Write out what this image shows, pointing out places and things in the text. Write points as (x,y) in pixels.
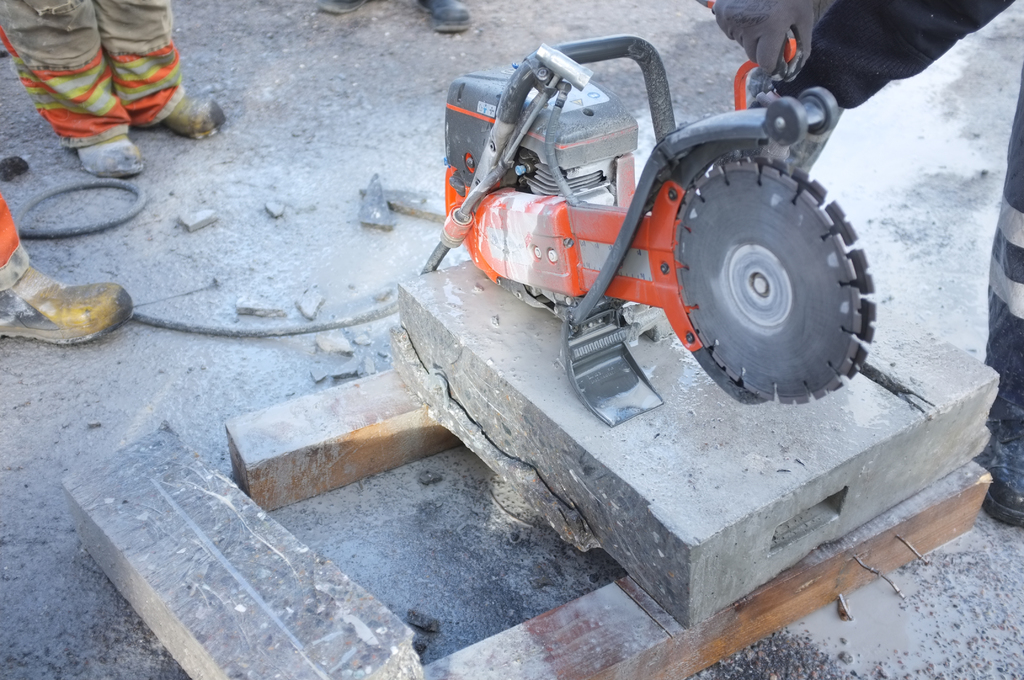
In this picture I can see there is a cutting machine (586,245) and it is placed on a concrete block (650,367) and there are few people (157,2) standing in the backdrop (334,10). There is a person (892,76) on right (848,4) who is holding the cutting machine (637,135).
